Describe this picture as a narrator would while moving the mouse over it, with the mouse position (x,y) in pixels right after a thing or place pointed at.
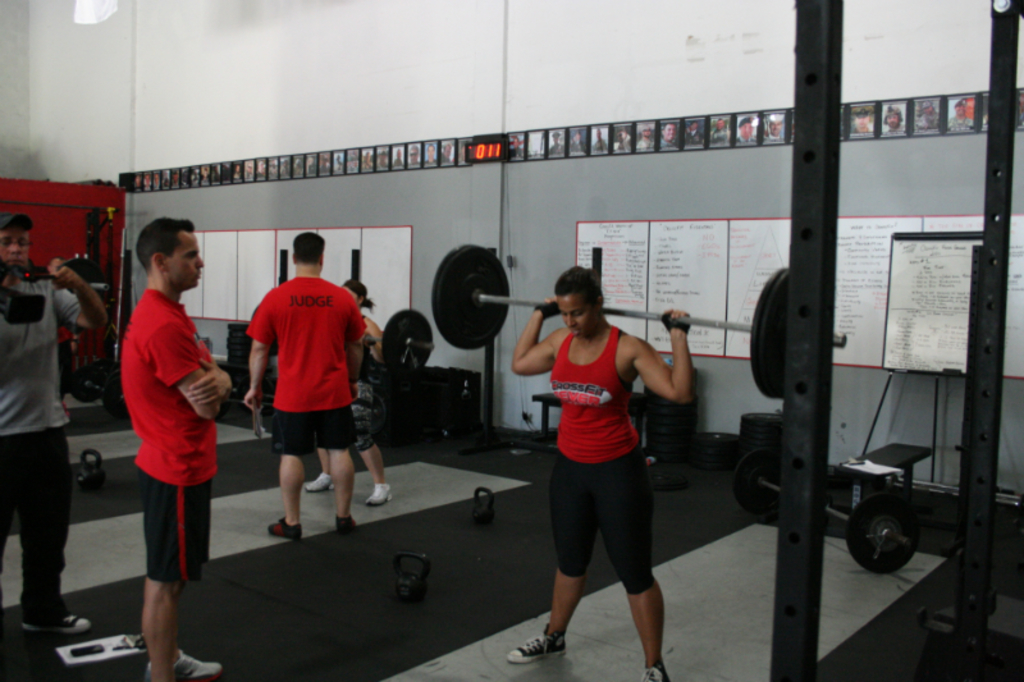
In the image we can see there are many people (173,464) standing, wearing clothes (173,464) and shoes (311,487). Here we can see the person (579,336) is lifting the weight (506,293), we can even see there are gym equipment (458,415), here we can see boards (890,294) and text (858,318) on it. We can even see the metal poles (995,98) and the wall (269,65).
